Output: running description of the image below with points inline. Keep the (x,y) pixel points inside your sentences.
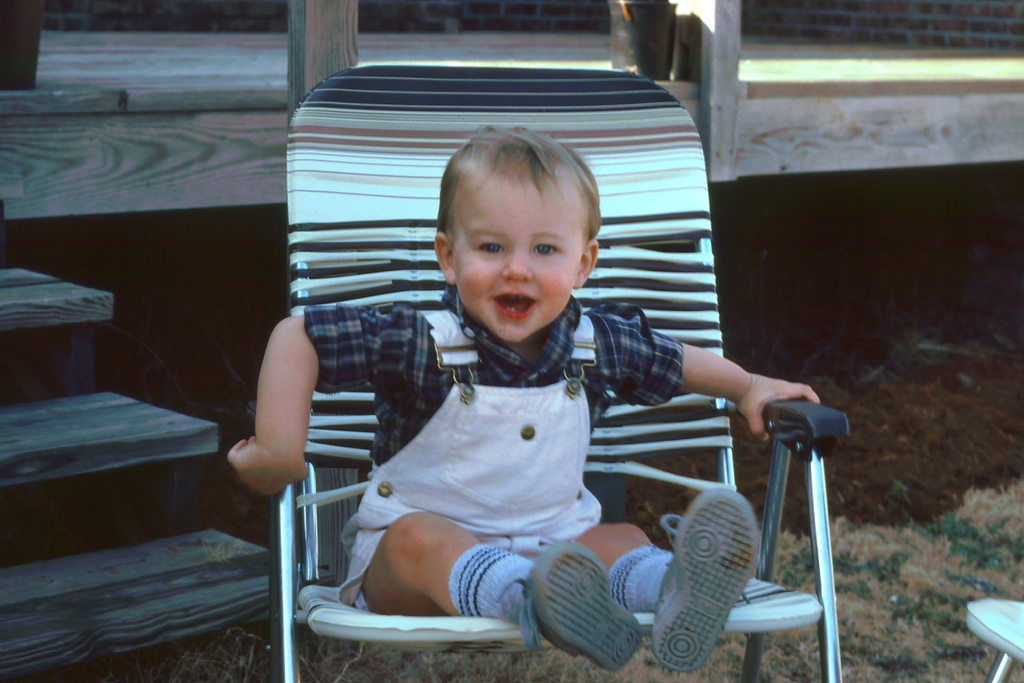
A baby (472,410) wearing a white and a black dress (484,406) is sitting on a chair (343,218). In the background (110,415) there is a steps (66,413) and a wooden wall (797,118) is over there.
